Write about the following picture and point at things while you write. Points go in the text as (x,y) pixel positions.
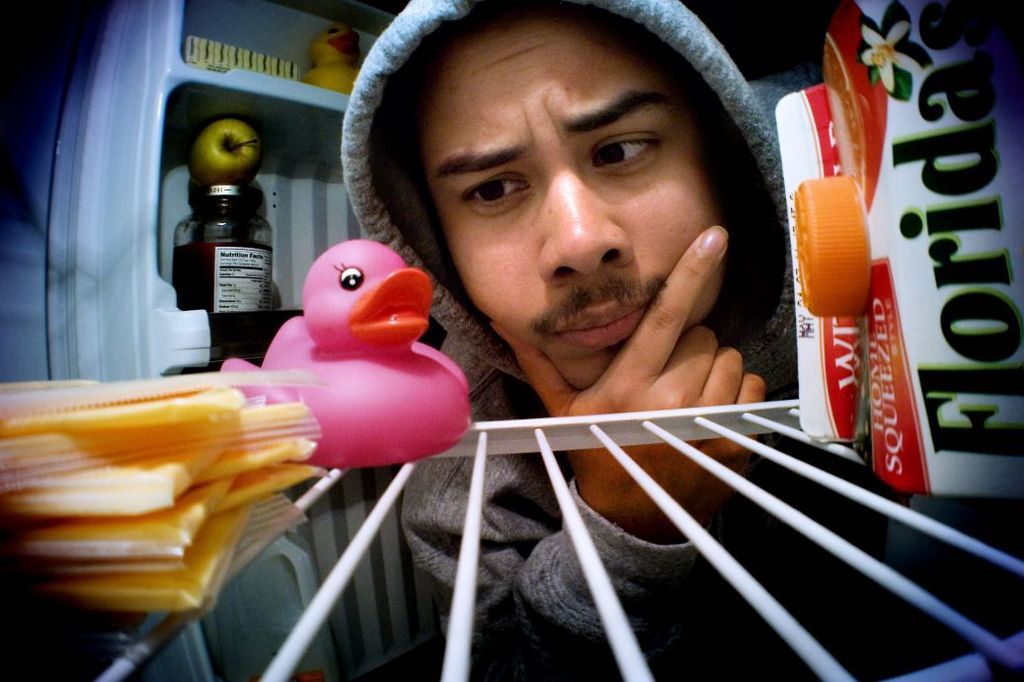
In this picture we can see a box (911,327) with a cap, toy (332,292) and some objects (180,386) on a rack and a jar (220,286), apple (199,151), toy (321,39) in shelves (260,339) and a man (507,138).
